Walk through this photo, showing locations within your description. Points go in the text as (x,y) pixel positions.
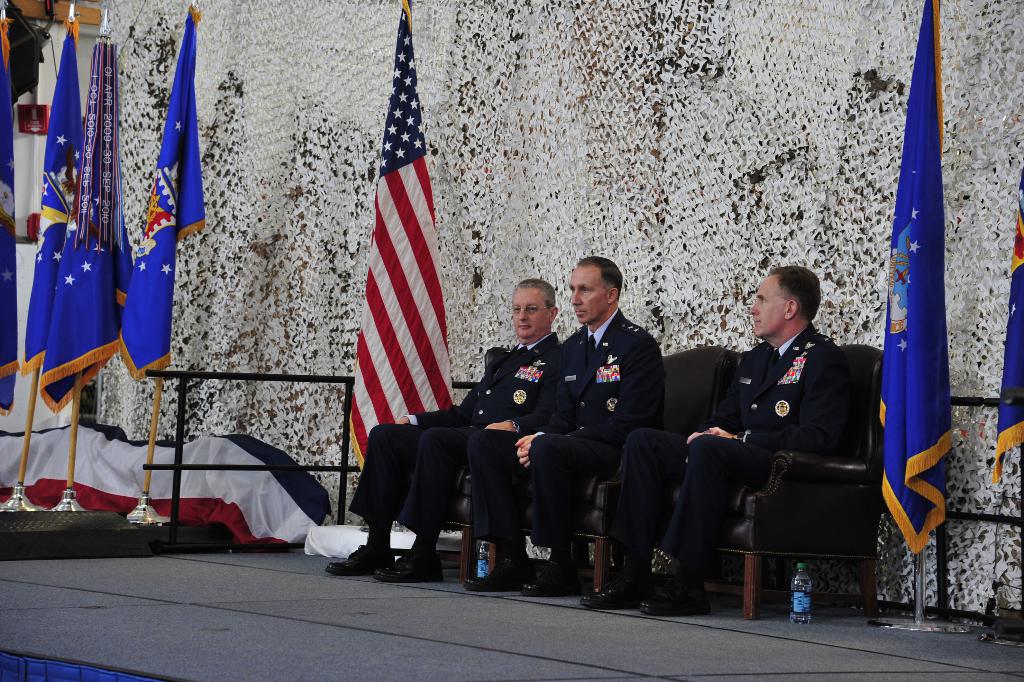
In this image we can see group of persons (761,421) are sitting on the chairs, they are wearing the suit (570,426), beside there are flags (121,250), the background (362,82) is in white color.
